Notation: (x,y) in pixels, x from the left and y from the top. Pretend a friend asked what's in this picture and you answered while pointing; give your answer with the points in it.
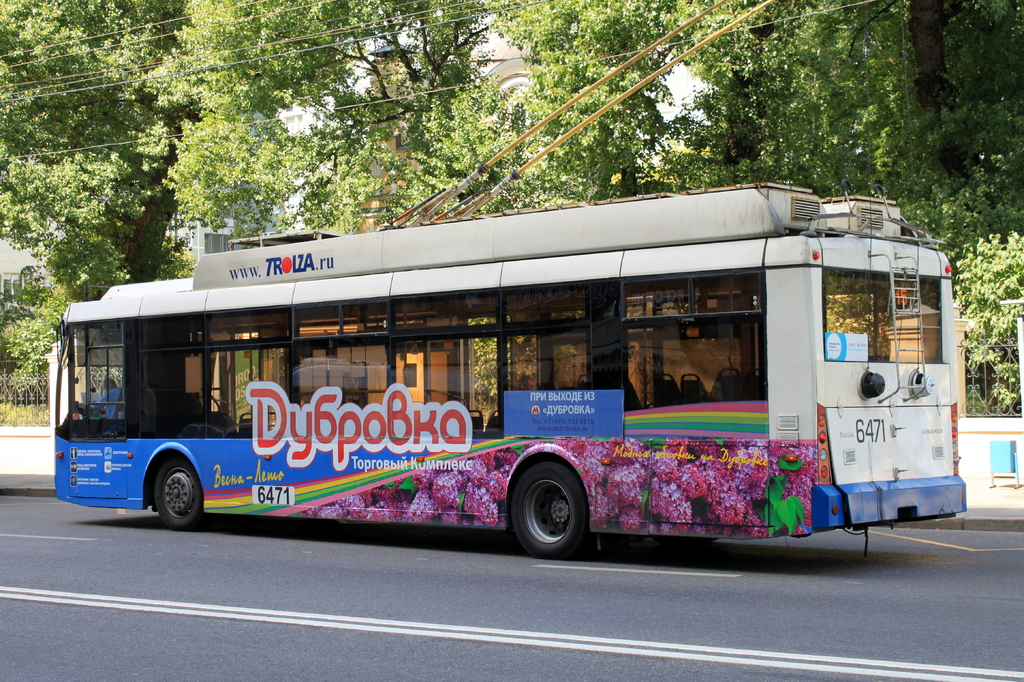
In this image we can see a bus (631,429) on the road (525,589). On the backside (165,265) we can see a building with windows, trees (176,256), fence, bark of a tree (984,123) and some wires (409,99).
